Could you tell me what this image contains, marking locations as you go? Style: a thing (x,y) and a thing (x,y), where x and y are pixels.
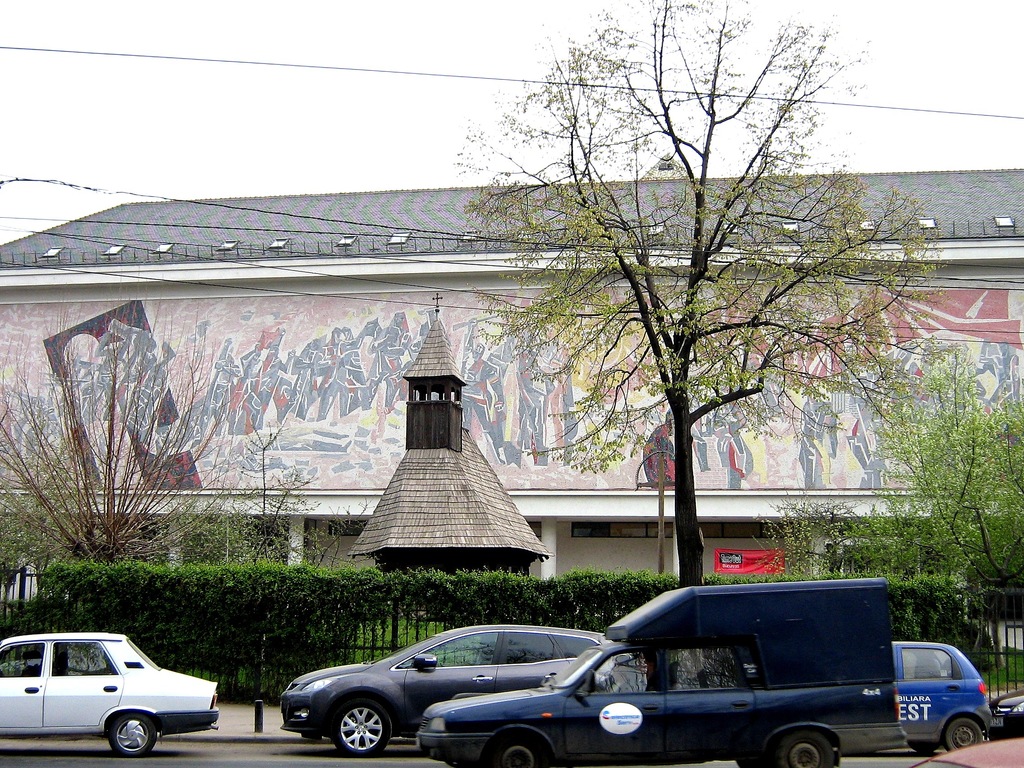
In the foreground of this image (692,700), there are vehicles (598,725) moving on the road (325,759). In the background (210,605) to the fencing (330,610), there are plants (322,611), trees (688,481), a hut like an object (457,483), a building (337,251), a cable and the sky (418,18).
